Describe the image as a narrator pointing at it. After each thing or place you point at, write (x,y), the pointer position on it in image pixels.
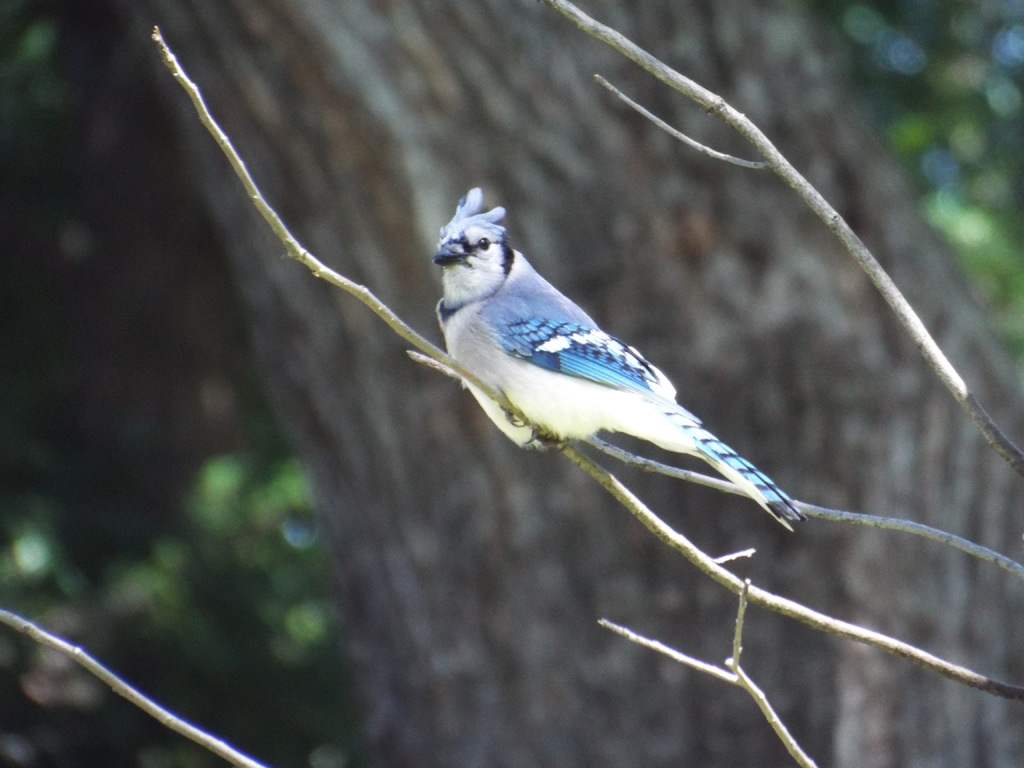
In the picture I can see a bird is sitting on a branch (613,484) of a tree (613,484). The background of the image (497,611) is blurred.
